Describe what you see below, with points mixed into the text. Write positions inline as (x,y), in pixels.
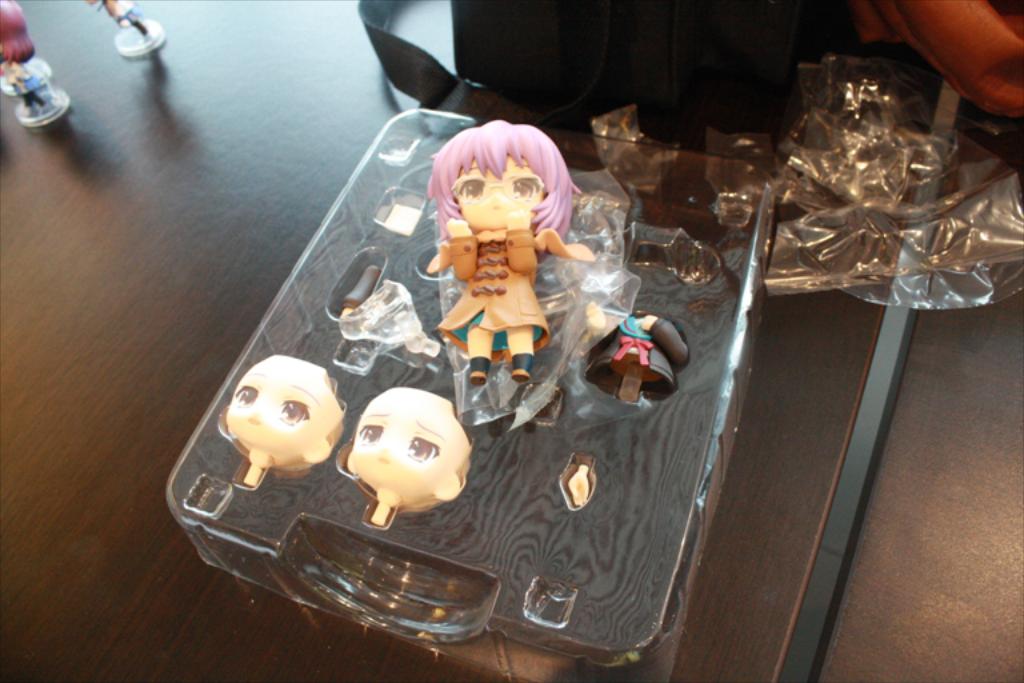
In this image, I can see the dolls (532,290), transparent cover (876,234), and a bag (621,98) on a wooden table (90,81).
